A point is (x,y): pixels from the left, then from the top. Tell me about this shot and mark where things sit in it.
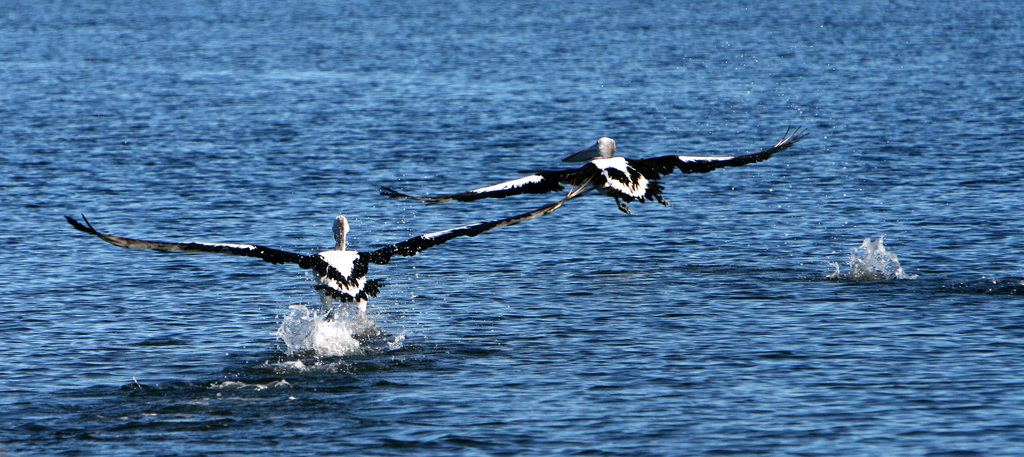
In the image there are two birds (449,195) flying above the water surface (544,335).
